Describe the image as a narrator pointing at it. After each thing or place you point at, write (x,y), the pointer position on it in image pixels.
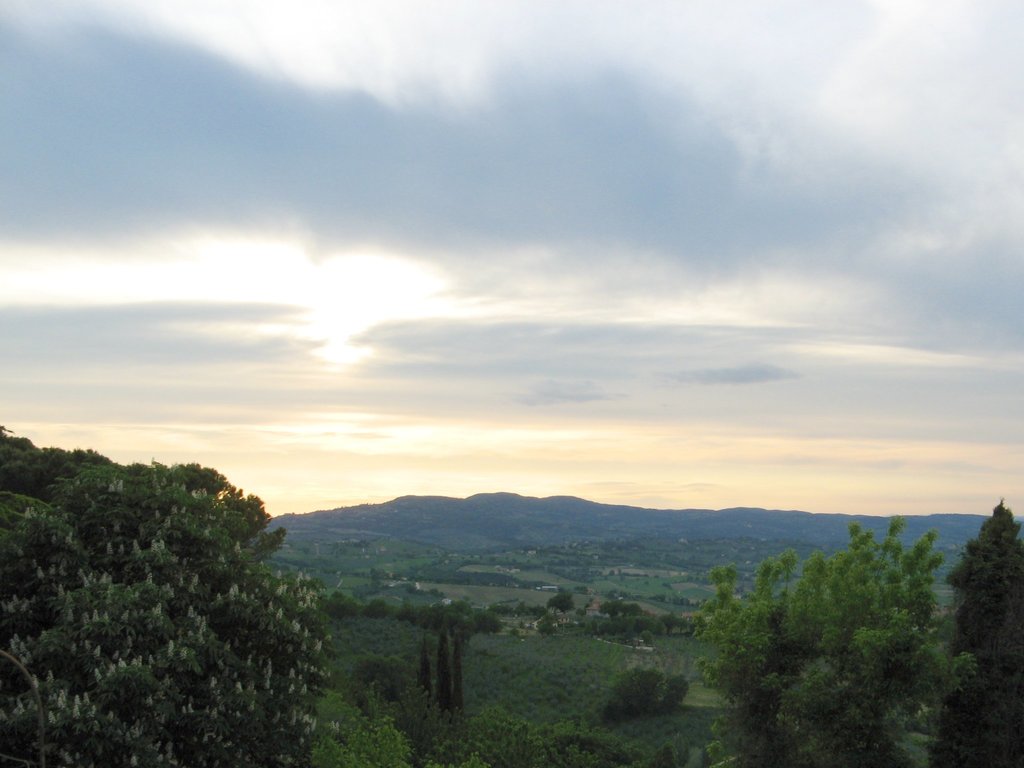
This is an outside view. At the bottom of the image (388,647) I can see many trees (647,706) and plants (547,620) on the ground (529,594). At the top of the image (607,173) I can see the sky (458,128) and clouds (201,134).
